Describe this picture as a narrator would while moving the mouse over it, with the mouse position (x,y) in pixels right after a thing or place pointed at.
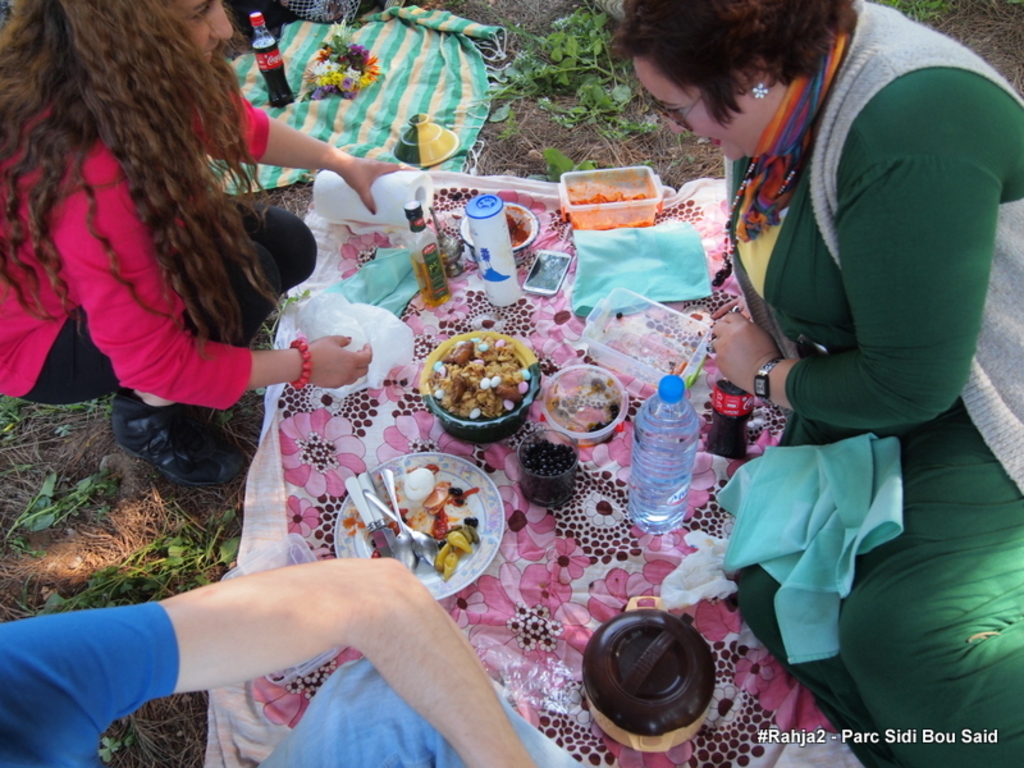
On the right side of the picture (791,320) there is a woman (908,411). On the left side of the picture (162,665) there is a woman (116,276) and a person (336,681) sitting. In the center of the picture (380,388) there is a cloth (447,443), on the cloth (505,517) there are plates (497,502), bowls (557,405), boxes (657,344), bottles (497,241), mobile (553,284), phone (549,263) and various food items (465,351). At the top (572,48) there are plants (562,75), flowers (319,69) and a coke bottle (266,67).
